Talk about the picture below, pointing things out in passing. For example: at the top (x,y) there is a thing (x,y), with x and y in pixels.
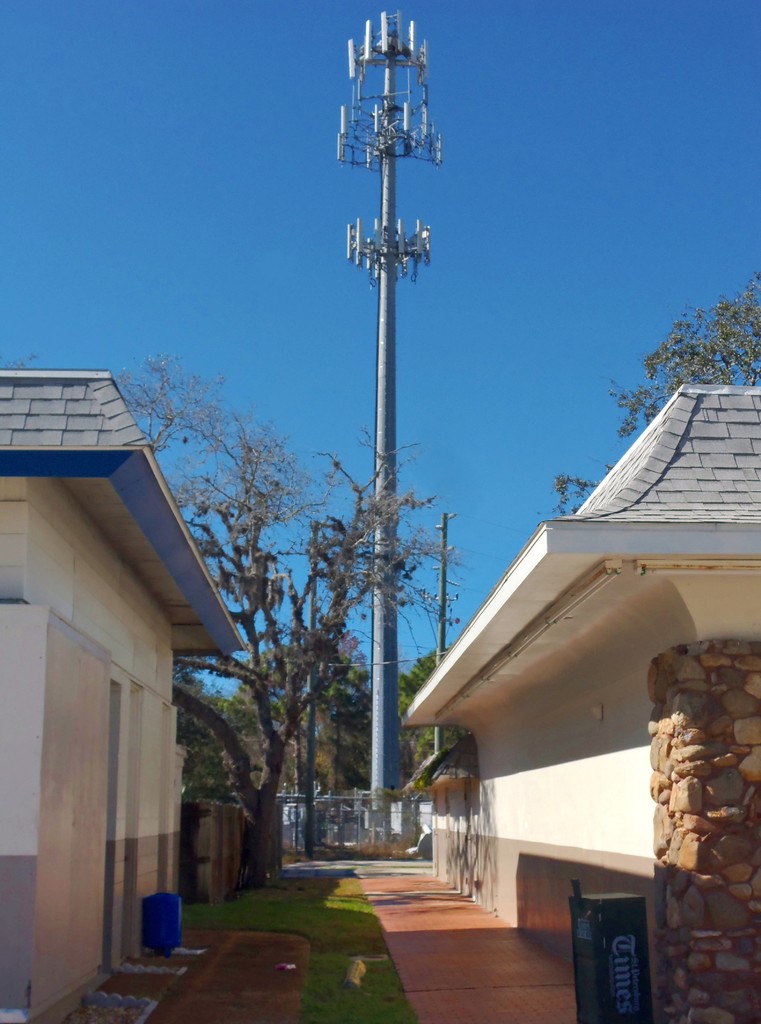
In this picture we can see the grass (350,931), path (417,927), houses (591,846), trees (319,652), poles (448,598), fence (400,806) and some objects (617,999) and in the background (323,167) we can see the sky (484,376).
